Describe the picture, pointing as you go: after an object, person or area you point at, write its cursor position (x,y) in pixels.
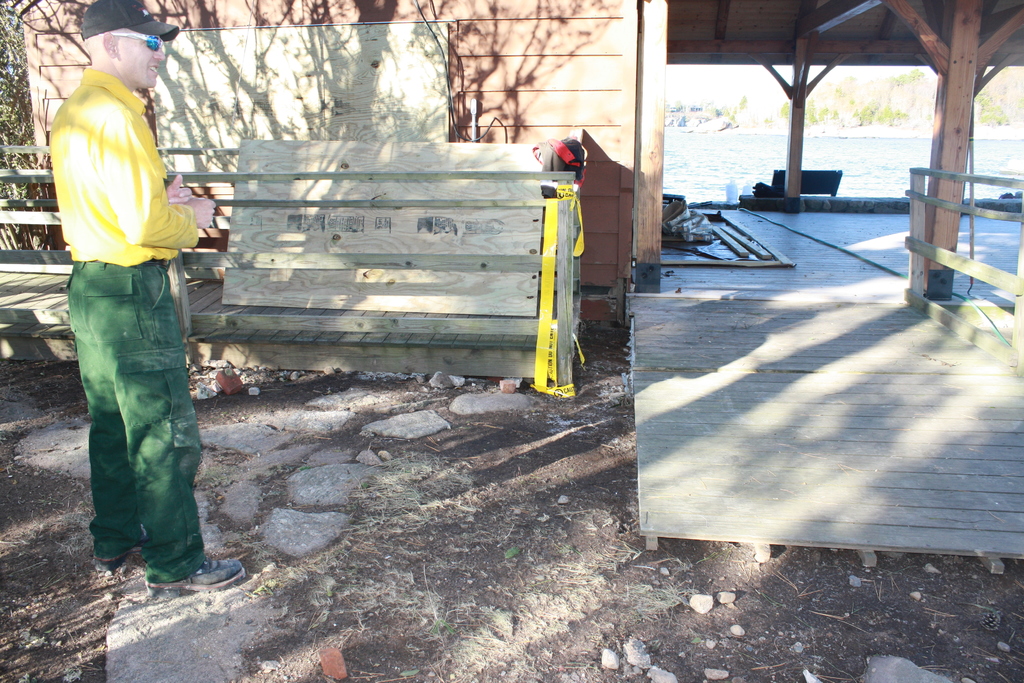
On the left (214,137) we can see wooden objects (73,73), person (115,197), grass (78,522), soil (75,400) and plants (8,89). In the middle of the picture (503,324) we can see a wooden construction (769,298). At the bottom (640,603) there are stones (806,673), soil (594,612) and grass (595,563). In the background (721,136) towards right (923,98) we can see trees (852,101) and water body (809,160).
